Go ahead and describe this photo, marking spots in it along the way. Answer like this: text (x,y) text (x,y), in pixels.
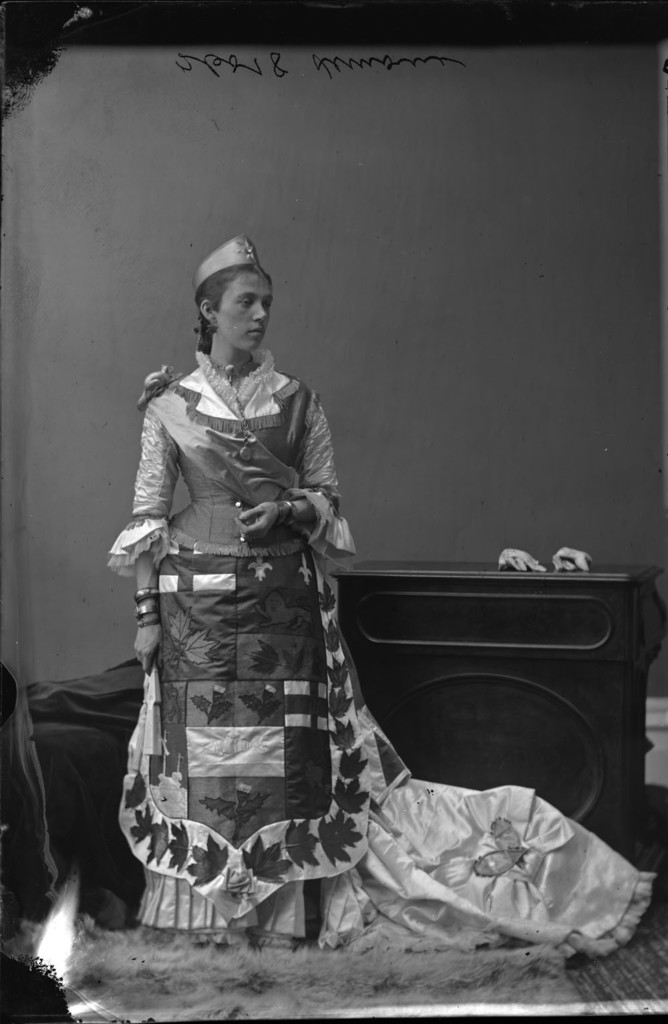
In this image, we can see a lady (308,794) and in the background (346,635), there is a stand (436,632) and a wall (469,288).
